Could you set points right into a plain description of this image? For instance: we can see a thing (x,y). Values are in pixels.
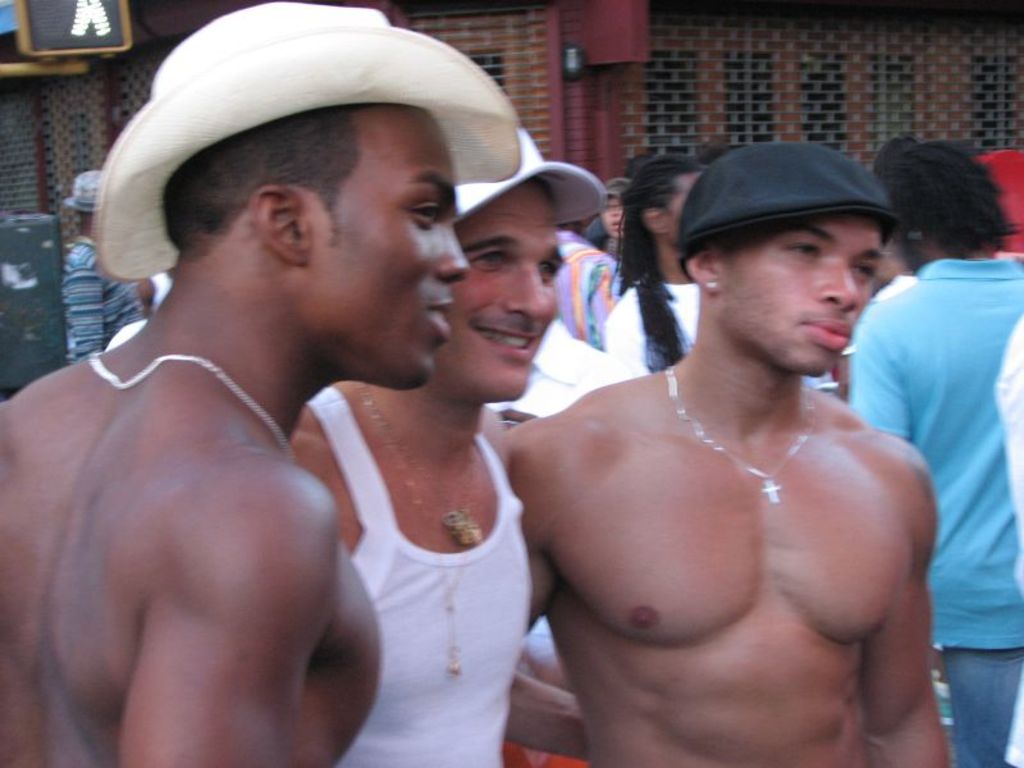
In the foreground of this image (442,541), there are three men (586,491) wearing hats (726,157) to their heads (300,115). In the background (712,157), there are persons (683,156) standing and a wall (628,53) on the top of the image (604,100).
